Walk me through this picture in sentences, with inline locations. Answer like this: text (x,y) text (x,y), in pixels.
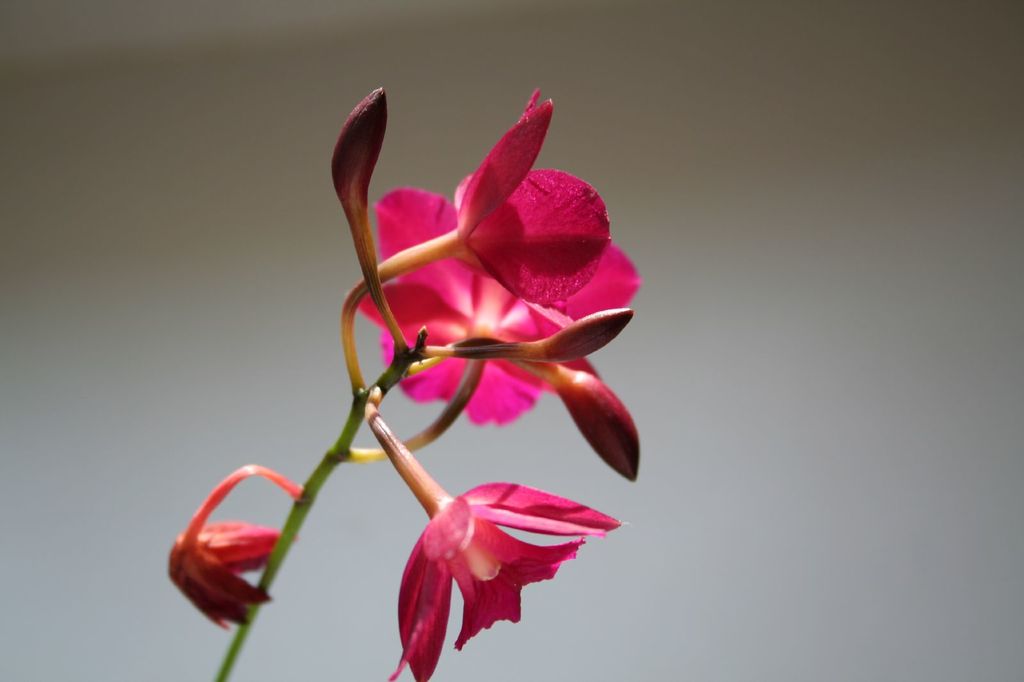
In this picture we can see flowers (428,195) and buds (370,155) to the stem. Behind the flowers (481,275) there is a blurred background (823,568).
